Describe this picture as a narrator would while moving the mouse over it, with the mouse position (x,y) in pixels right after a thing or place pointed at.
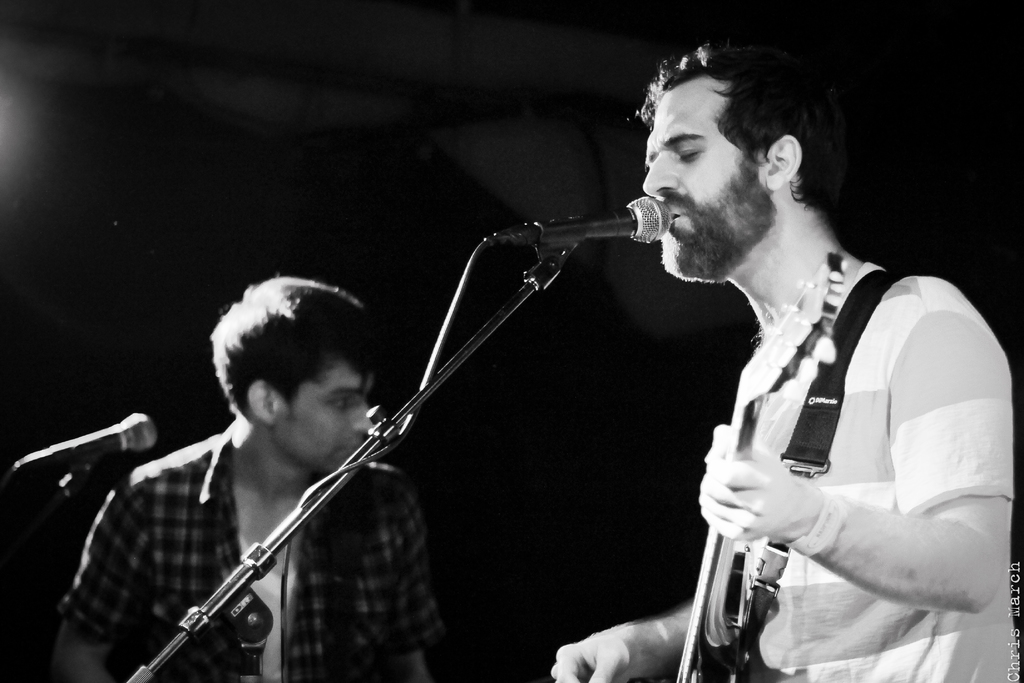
There are two men (265,409) in which one of them is singing with the mic (595,222) which is in front of him by holding a guitar (689,652) in his hand (601,672), while the other is standing beside him.
